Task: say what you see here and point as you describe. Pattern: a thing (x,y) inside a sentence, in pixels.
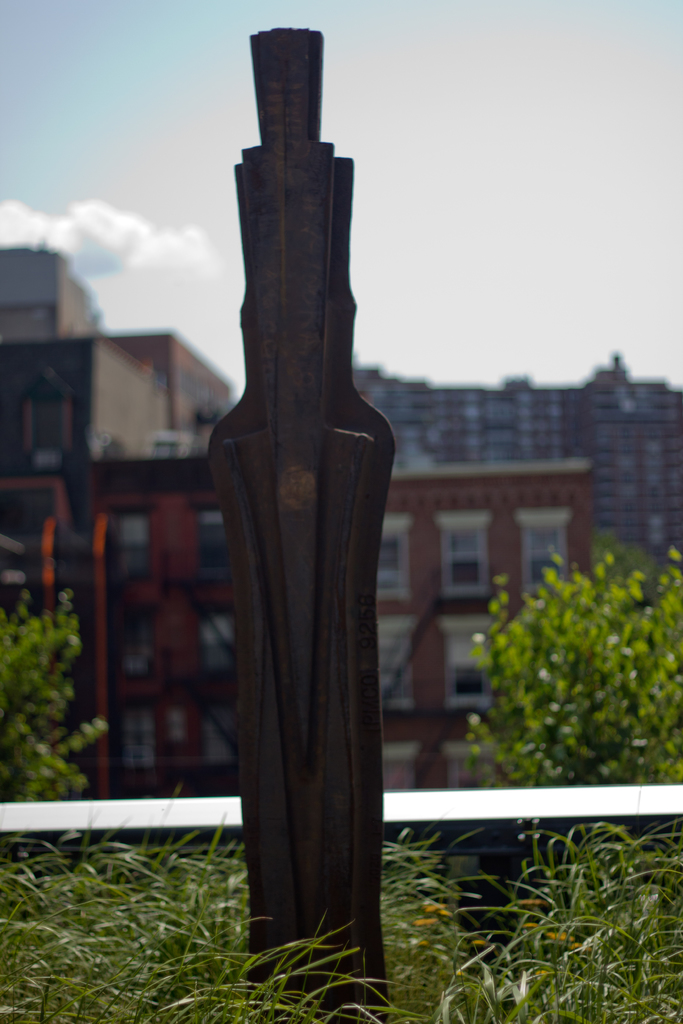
In this image in the front (245,854) there's grass (201,942) on the ground (207,966). In the background (54,709) there are buildings (122,405), trees (521,627) and the sky (542,283) is cloudy and there is a metal sculpture (310,537) in the front (317,624).
